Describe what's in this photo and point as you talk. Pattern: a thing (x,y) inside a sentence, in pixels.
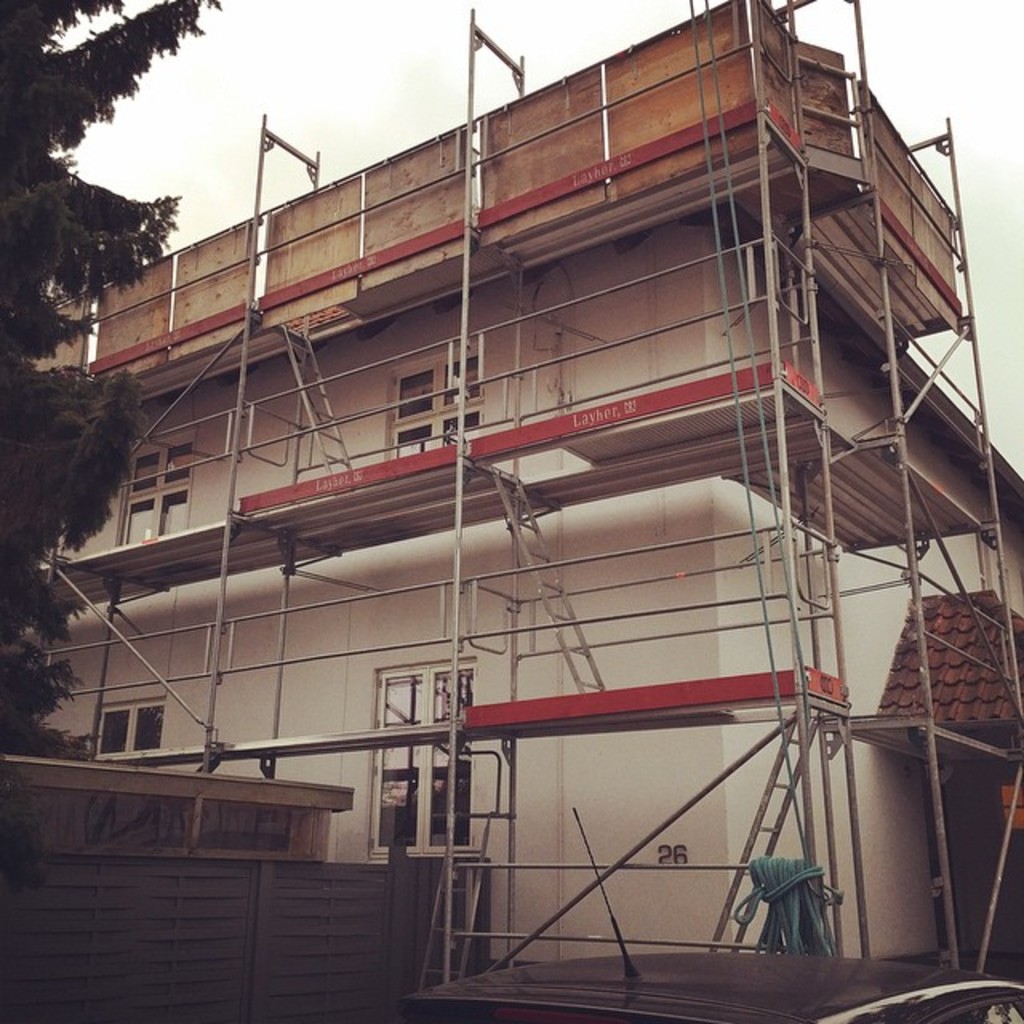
In this picture I can observe a building (245,578). On the left side (128,267) I can observe a tree (40,489). In the background (274,57) there is sky (342,43).
